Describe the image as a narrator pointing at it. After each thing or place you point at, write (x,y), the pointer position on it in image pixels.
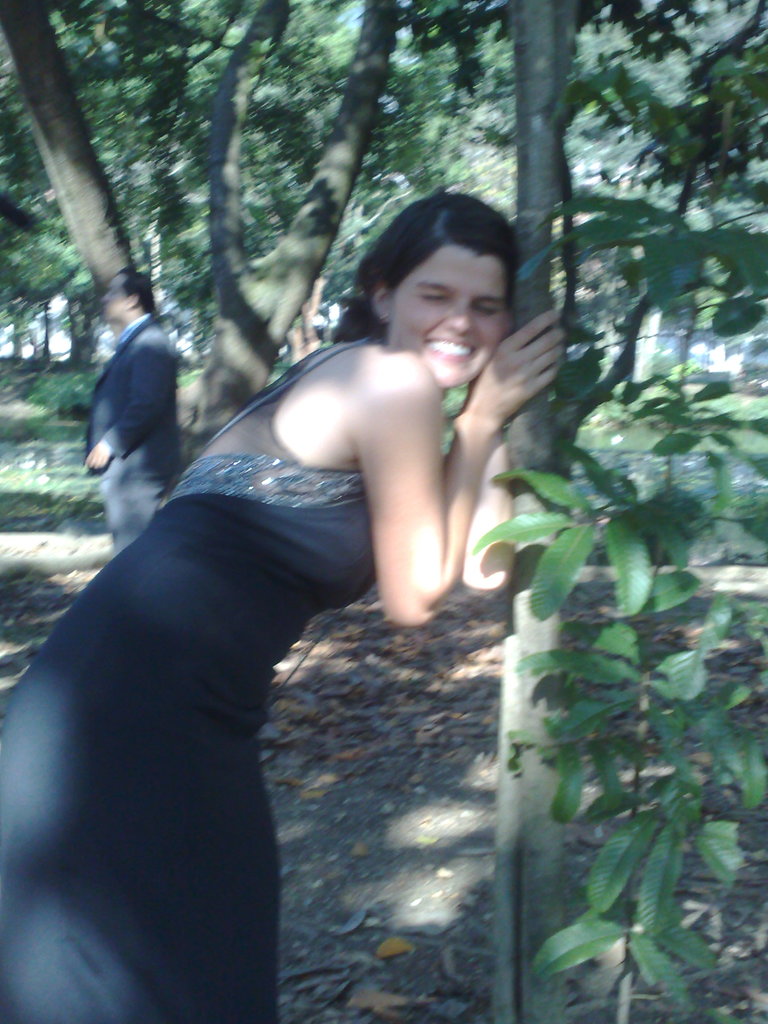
In this image there is ground (409,928) at the bottom (395,945). There is a person (431,517) wearing a black dress (348,525) in the foreground (246,837). There are leaves (667,925) on the right corner (637,727). There is a person (174,382) and there are trees (124,245) in the background (213,171).
